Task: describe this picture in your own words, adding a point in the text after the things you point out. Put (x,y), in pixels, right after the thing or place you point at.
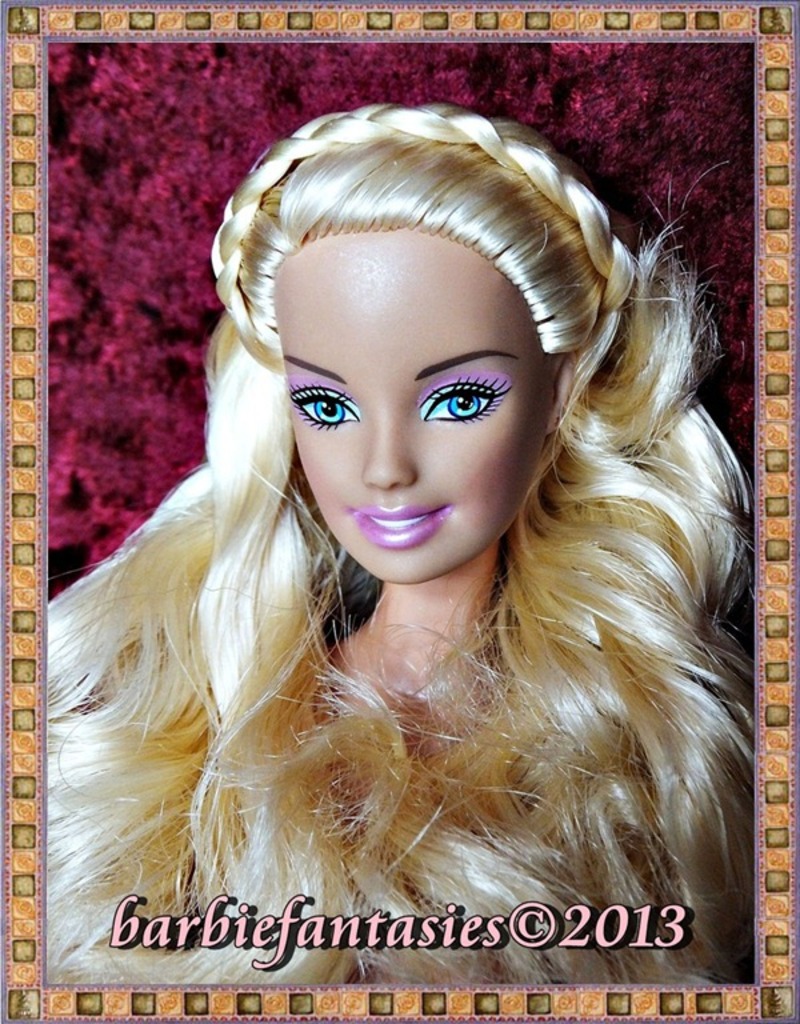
In this image we can see a barbie doll (154,546). Here we can see maroon color background (118,233) and we can see the watermark (215,897) on the bottom of the image (624,917).
